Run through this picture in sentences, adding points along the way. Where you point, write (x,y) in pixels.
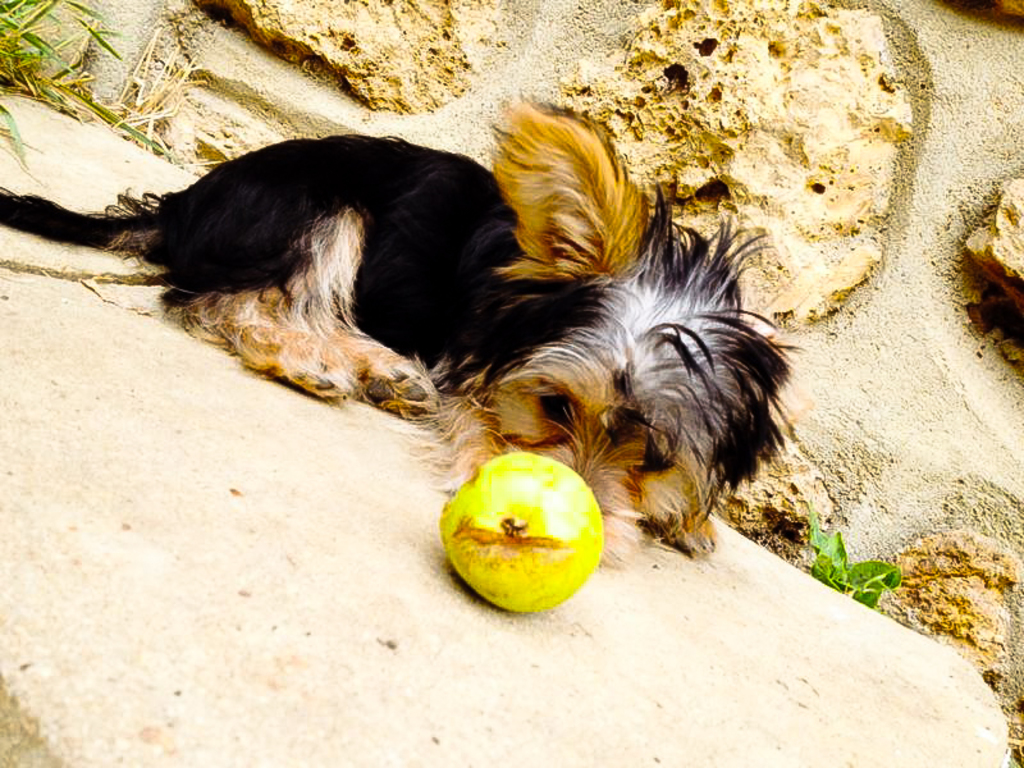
There is a dog (429,385) laying on the ground (400,545) and there is a fruit (510,526) kept in front of the dog (291,299).
